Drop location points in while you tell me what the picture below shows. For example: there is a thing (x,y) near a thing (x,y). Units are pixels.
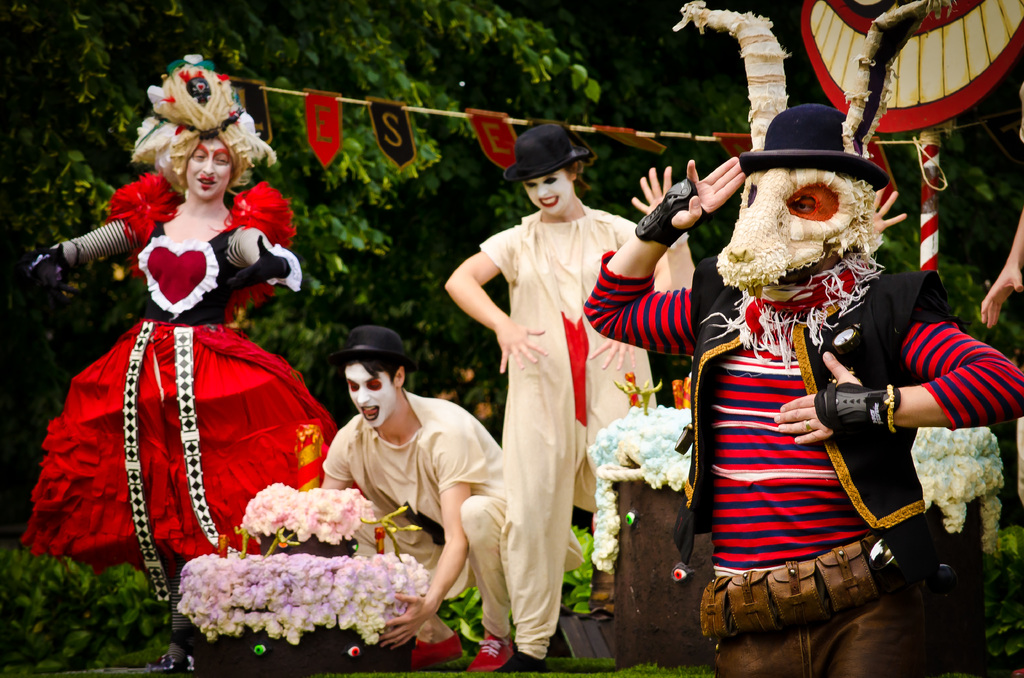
This picture is clicked outside. In the center (562,300) we can see the group of people (502,256) wearing different dresses (805,368), standing on the ground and seems to be dancing. In the center (414,439) there is a person (409,420) squatting on the ground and holding some objects (317,583). In the background (488,125) we can see the rope (430,113) and the letters (389,116) are hanging on the rope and we can see the trees (603,55) and flowers (963,484) and some other objects (713,641).
